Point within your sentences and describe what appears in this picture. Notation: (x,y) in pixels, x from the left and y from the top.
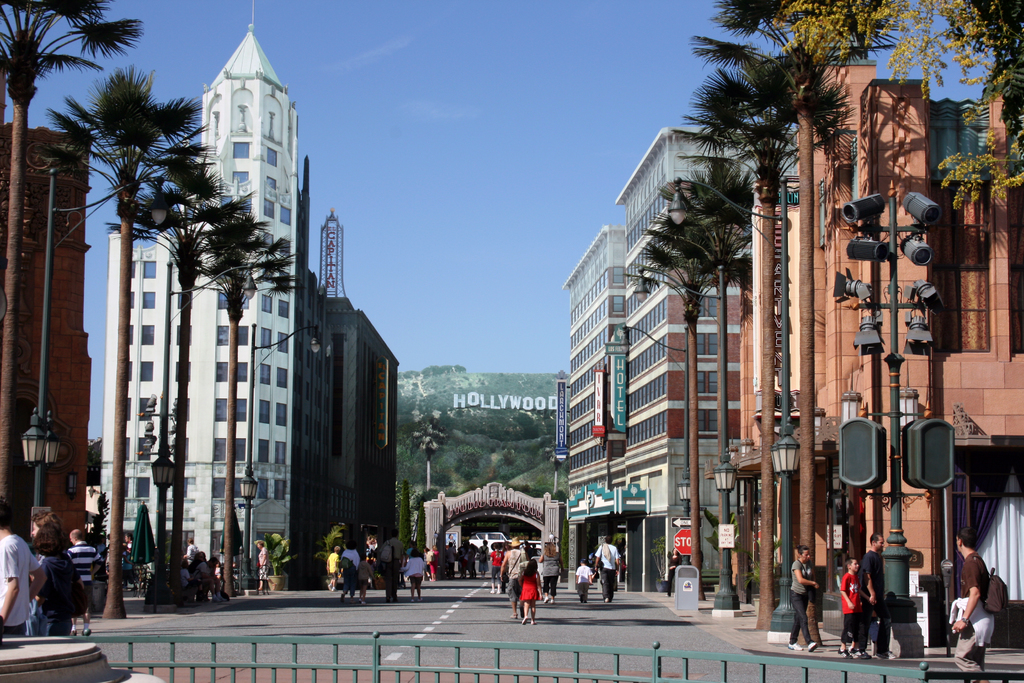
In this picture we can see fence (652,650), light poles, trees (765,538), umbrella (139,525), plants (282,554), pots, signboard (691,552), banners (624,388), buildings (633,434) with windows (651,394), curtains (1001,527), arch (527,519), lights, mountain (519,459) with the grass (539,416) and some text (499,408) on it and some objects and a group of people (432,548) walking on the road (431,609) and in the background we can see the sky (400,146).
